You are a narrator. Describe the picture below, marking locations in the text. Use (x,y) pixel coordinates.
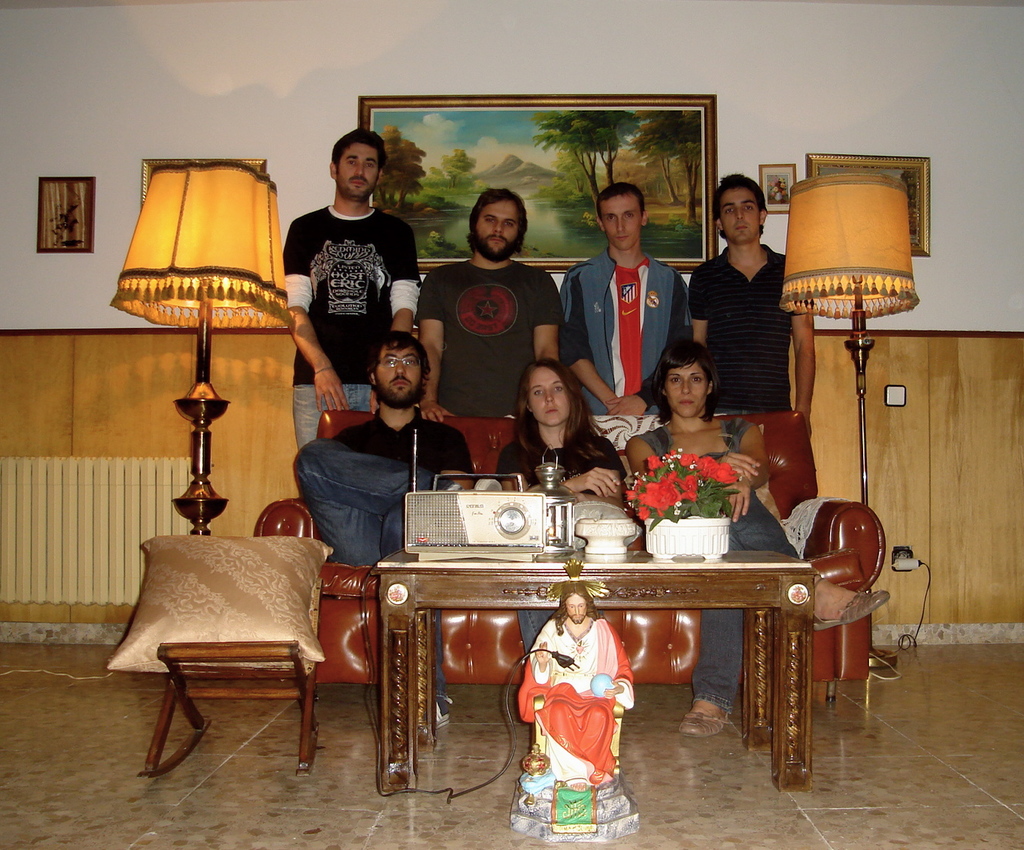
This image consists of few things (101,552). In the middle of the image (398,408) there are seven people (570,423), four (351,375) were standing and three (584,437) were sitting in a sofa (793,465). There is a table (494,565) and on top of it there is a flower vase (684,516), radio (461,521) and a lamp (574,519) on it. In the left side of the image (278,283) there is a lamp (215,306) and a chair (282,696). At the background (311,199) there is a wall (610,81) and there were few frames (667,146) on it.
